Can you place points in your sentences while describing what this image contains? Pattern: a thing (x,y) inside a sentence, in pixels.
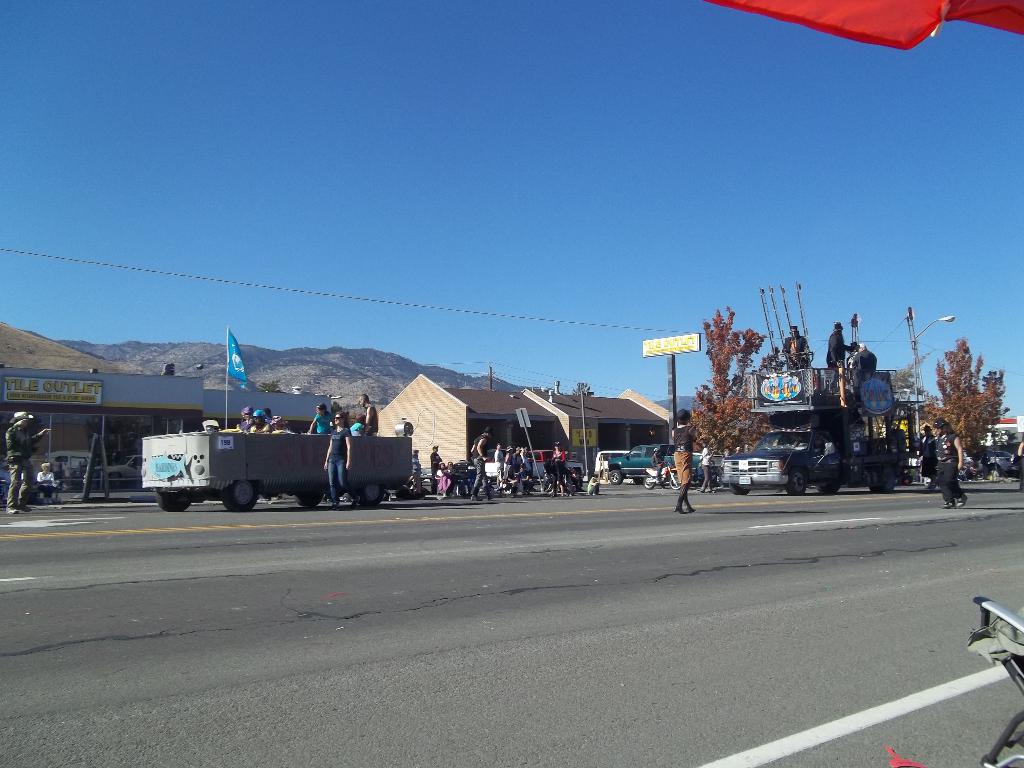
In this picture we can see a group of people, vehicles (610,452) on the road (675,614), flag (233,382), buildings (487,405), mountains (42,364), trees (956,374), poles (675,418), some objects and in the background (851,159) we can see the sky (627,190).
